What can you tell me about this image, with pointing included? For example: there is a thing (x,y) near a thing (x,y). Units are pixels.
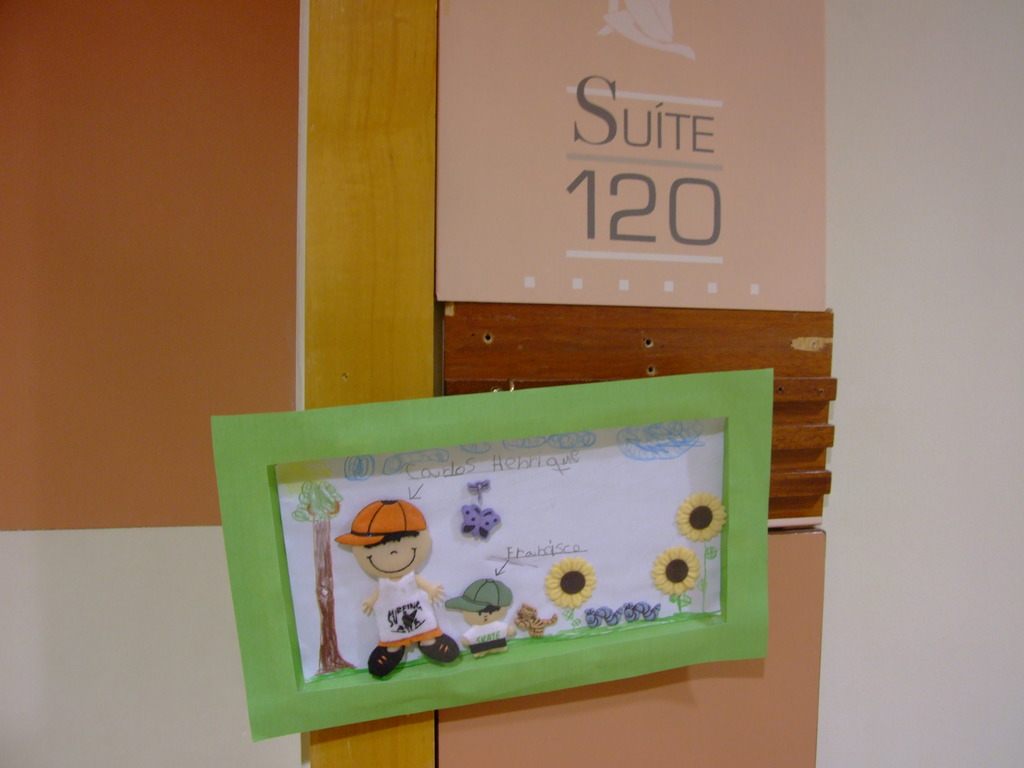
In the center of this picture (585,441) we can see the text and the drawings (560,576) of flowers (590,586) and a tree (327,574) and we can see the drawings (406,621) of the two persons (420,596) and an animal (531,614) on the paper (683,487) with the frame (426,421). In the background (632,239) we can see the text (651,145) and numbers (648,241) on the poster (676,223) which seems to be attached to the wall (853,167) and we can see some other objects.
